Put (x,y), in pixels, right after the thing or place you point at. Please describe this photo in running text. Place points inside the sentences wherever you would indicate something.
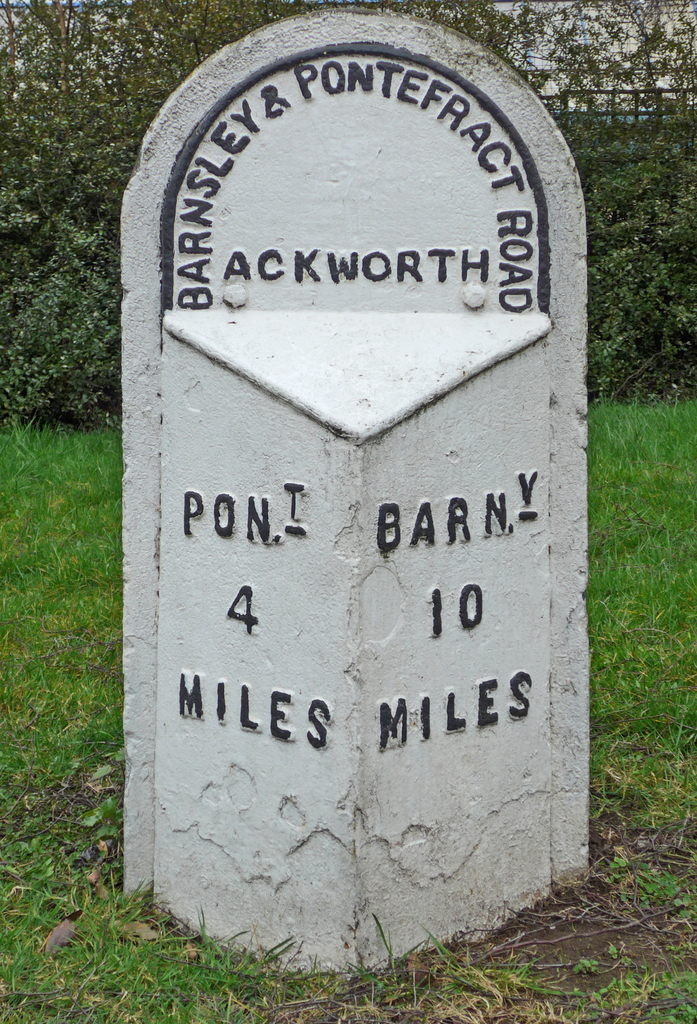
In this picture there is a text (447,539) on the stone (354,231). At the back (683,353) there are trees (683,353) and there is a wooden railing (652,123). At the top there is sky (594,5). At the bottom (599,745) there is grass (599,745).
